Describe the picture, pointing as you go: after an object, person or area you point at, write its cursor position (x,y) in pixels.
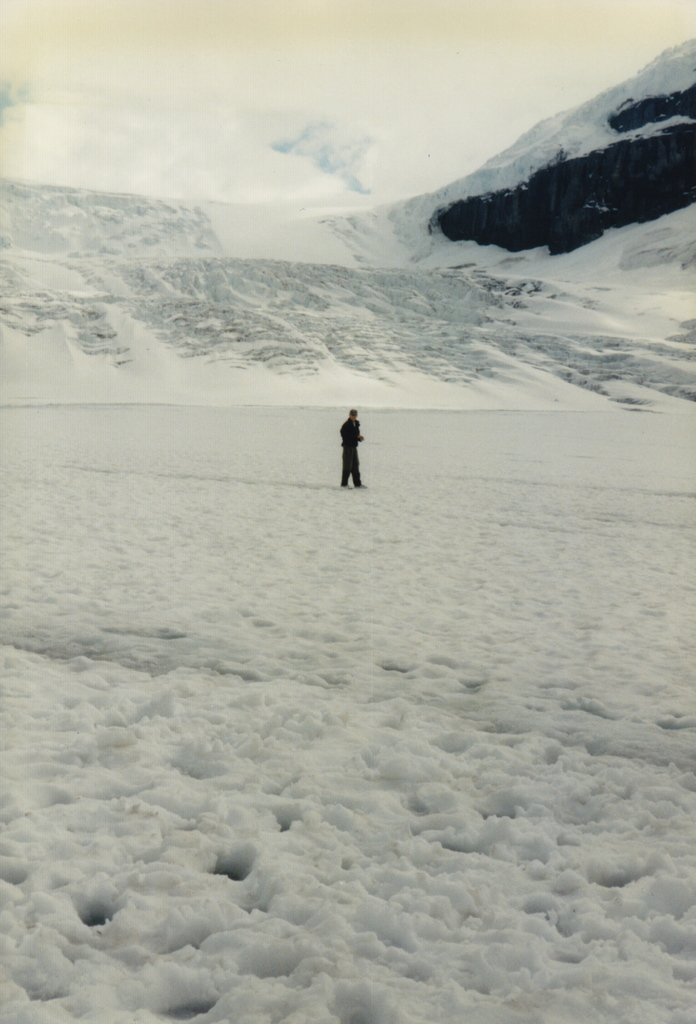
This image is taken outdoors. At the top of the image (179,112) there is the sky (326,100) with clouds (441,85). At the bottom of the image (340,866) there is snow (415,489) on the ground (440,536). In the background (292,261) there are a few hills (400,271) covered with snow (151,357). In the middle of the image (347,466) a person (347,475) is standing on the ground (347,514).
